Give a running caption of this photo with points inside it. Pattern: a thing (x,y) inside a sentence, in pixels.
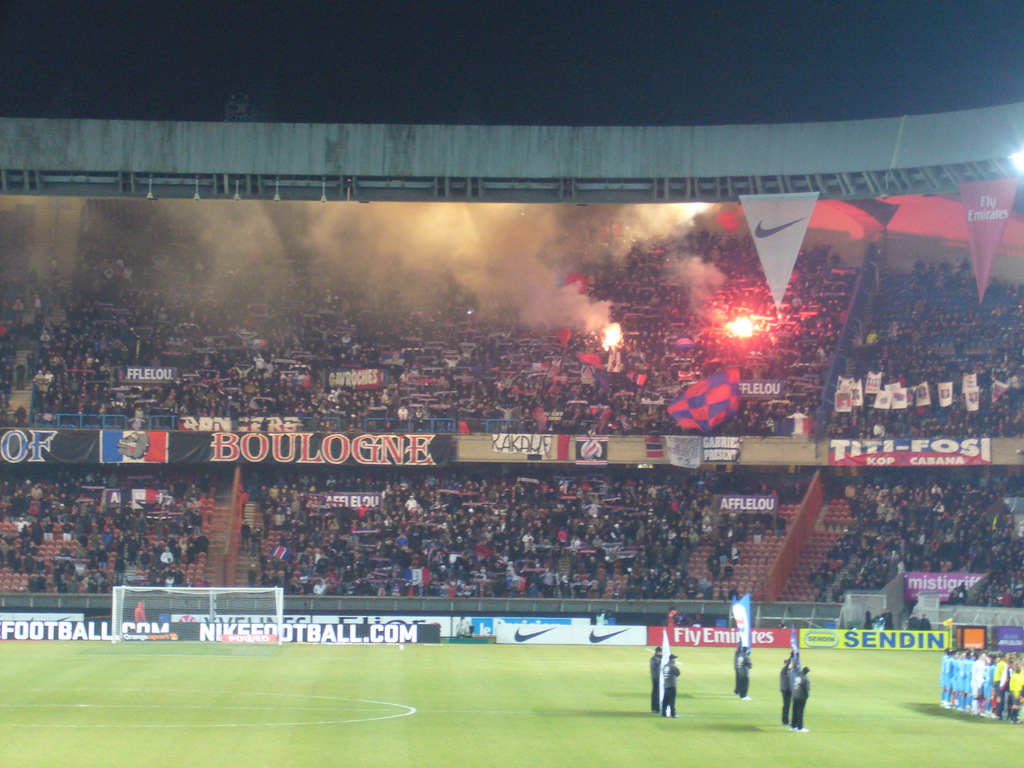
In the picture we can see a stadium (187,720) with grass surface (367,702) on it, we can see some people (946,709) are standing in a sportswear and holding some flags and in the background (700,638), we can see a wall (56,599) with advertisements (38,629) and behind it, we can see audience (37,578) sitting under the shed (245,141) and to the ceiling (201,132) of the shed (312,187) we can see the lights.
